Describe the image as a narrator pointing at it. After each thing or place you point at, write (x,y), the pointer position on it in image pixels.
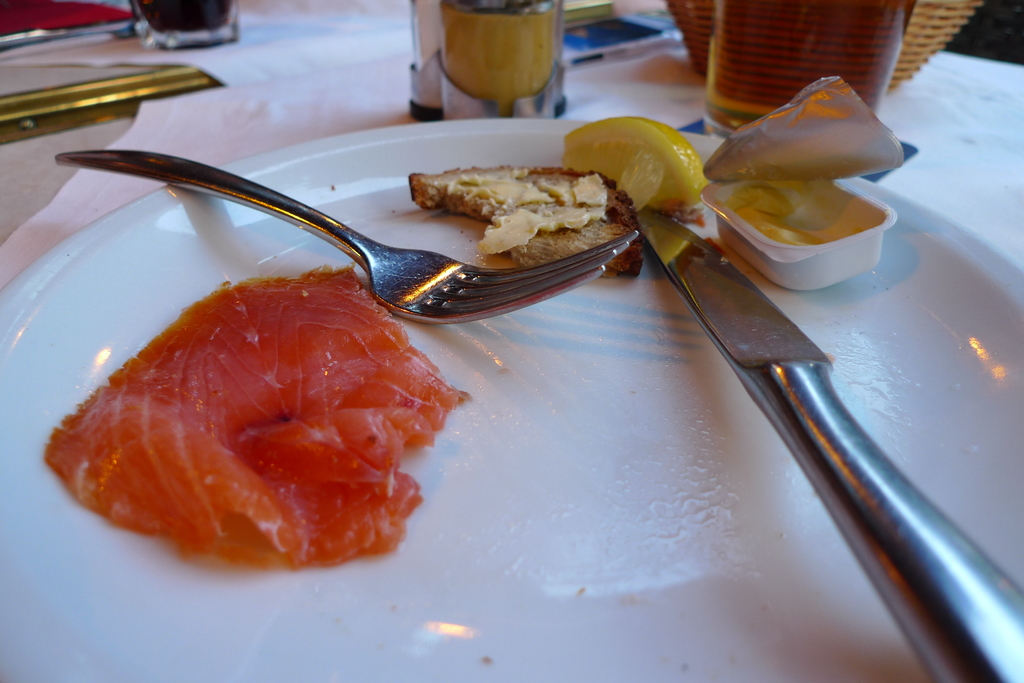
As we can see in the image there is a table (154,129). On table (136,133) there are glasses (196,20) and plate (547,391). In plate (500,394) there are food items (367,335).
